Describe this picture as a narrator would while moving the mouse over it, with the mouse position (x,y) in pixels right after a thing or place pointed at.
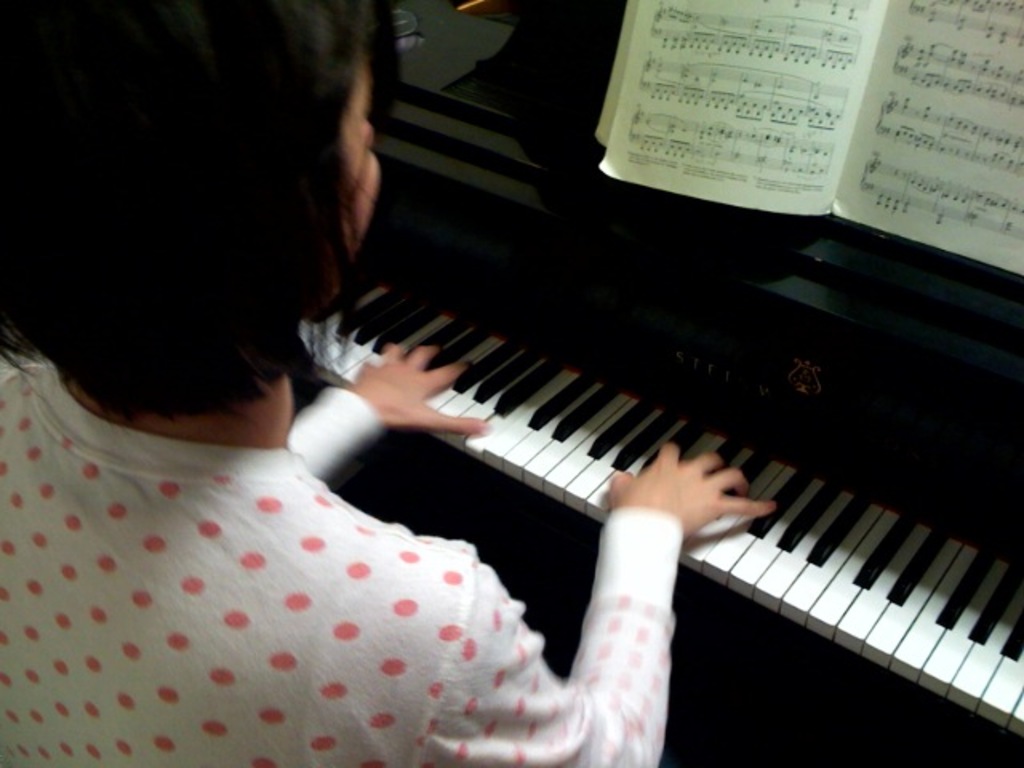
here we can see one person (323,452) playing a piano (703,444). This is a book (897,154).
